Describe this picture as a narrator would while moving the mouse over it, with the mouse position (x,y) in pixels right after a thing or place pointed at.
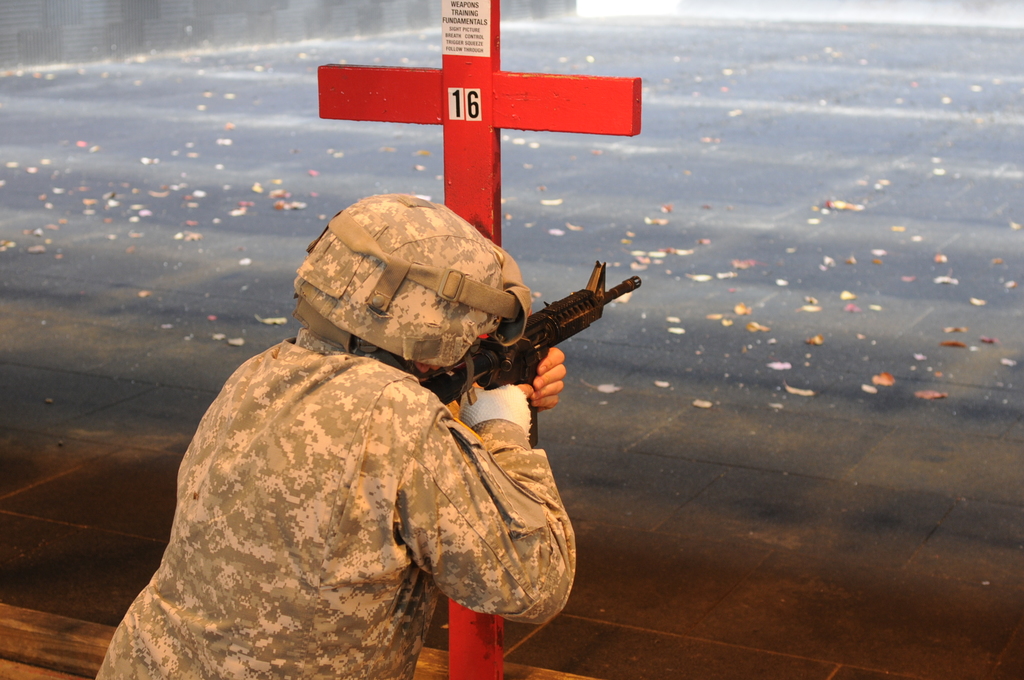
Here in this picture we can see a person (371,485), who is wearing a military dress (222,526) with helmet (434,308) on him, holding a gun (483,367) in his hand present over a place and in front of him we can see a red post (471,85) present over there and we can also see leaves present on the floor (702,370) over there.
